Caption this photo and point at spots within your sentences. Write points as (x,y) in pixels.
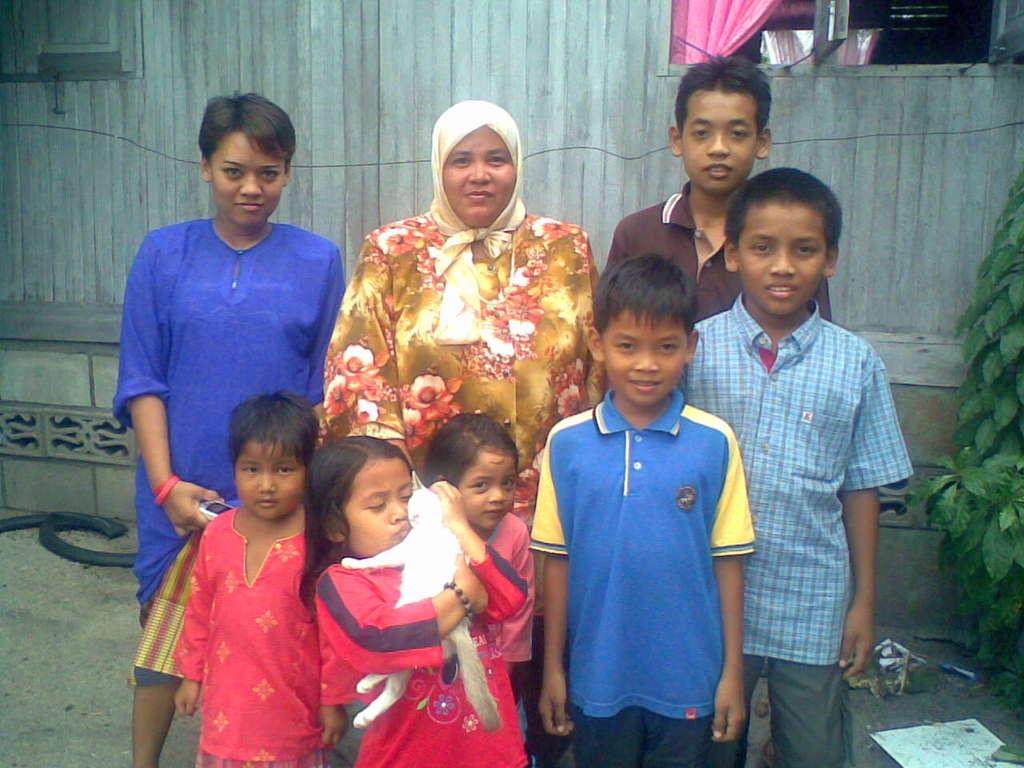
In the middle of the image (374,488) few people (296,488) are standing and smiling. Behind them there is wall (910,257). On the right side of the image (974,388) there is a plant (997,659) and this girl (323,509) holding a cat (421,507).
